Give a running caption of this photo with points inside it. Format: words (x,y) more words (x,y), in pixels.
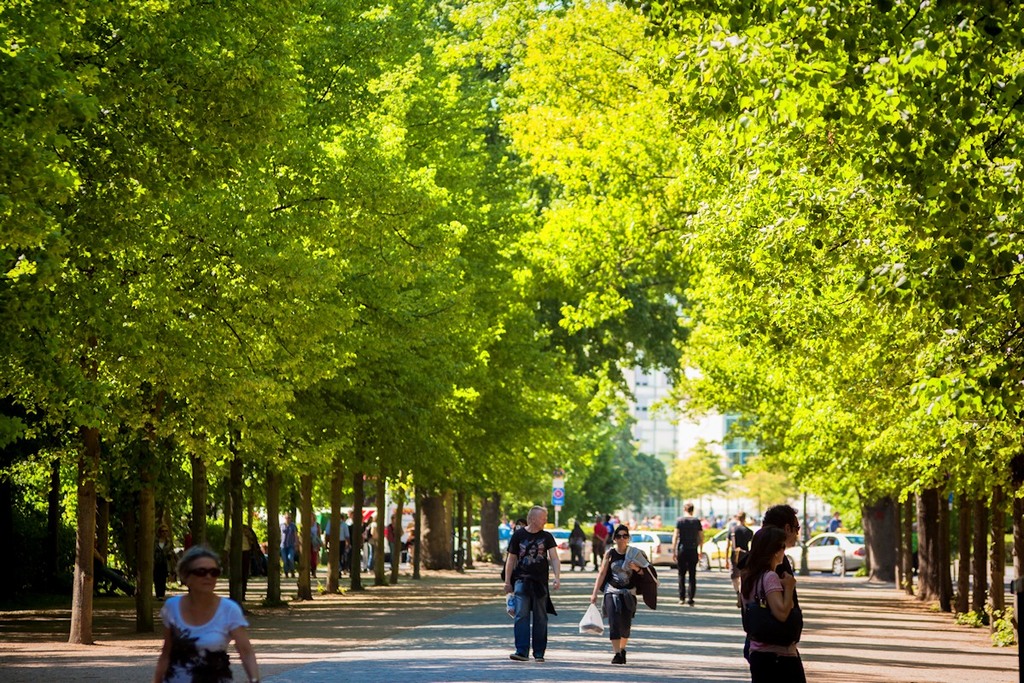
There is a road (499,603) and many people (532,583) are walking on the road (728,595), behind the road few vehicles (558,537) are moving and there are a lot of trees (625,447) on the either side of the road (965,656).
